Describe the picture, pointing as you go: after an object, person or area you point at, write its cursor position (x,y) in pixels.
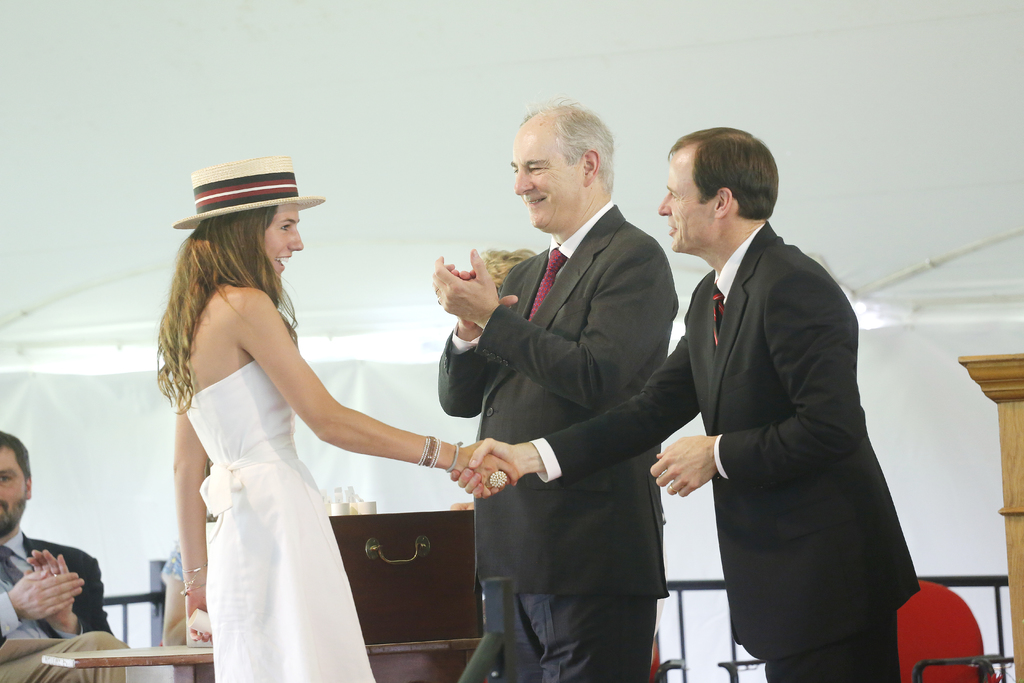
In this image, we can see persons (378,435) wearing clothes (799,328). There are two persons (249,315) in the middle of the image (363,445) shaking hands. There is a box (429,549) on the table (417,641) which is at the bottom of the image (440,644).
